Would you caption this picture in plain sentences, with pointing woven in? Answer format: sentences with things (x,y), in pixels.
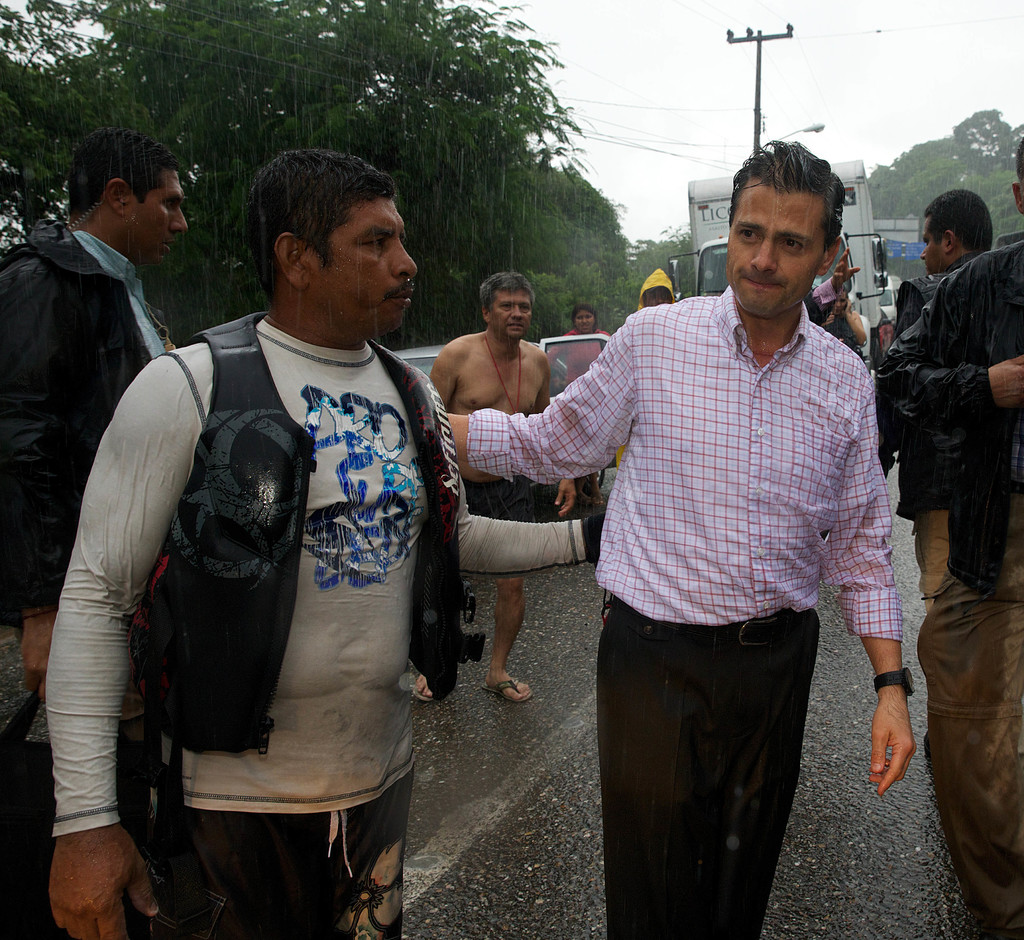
There are people (26,509) on the road (445,705). In the background (433,348) we can see vehicles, current pole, light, wires (618,136), trees (506,202) and sky (679,36).
